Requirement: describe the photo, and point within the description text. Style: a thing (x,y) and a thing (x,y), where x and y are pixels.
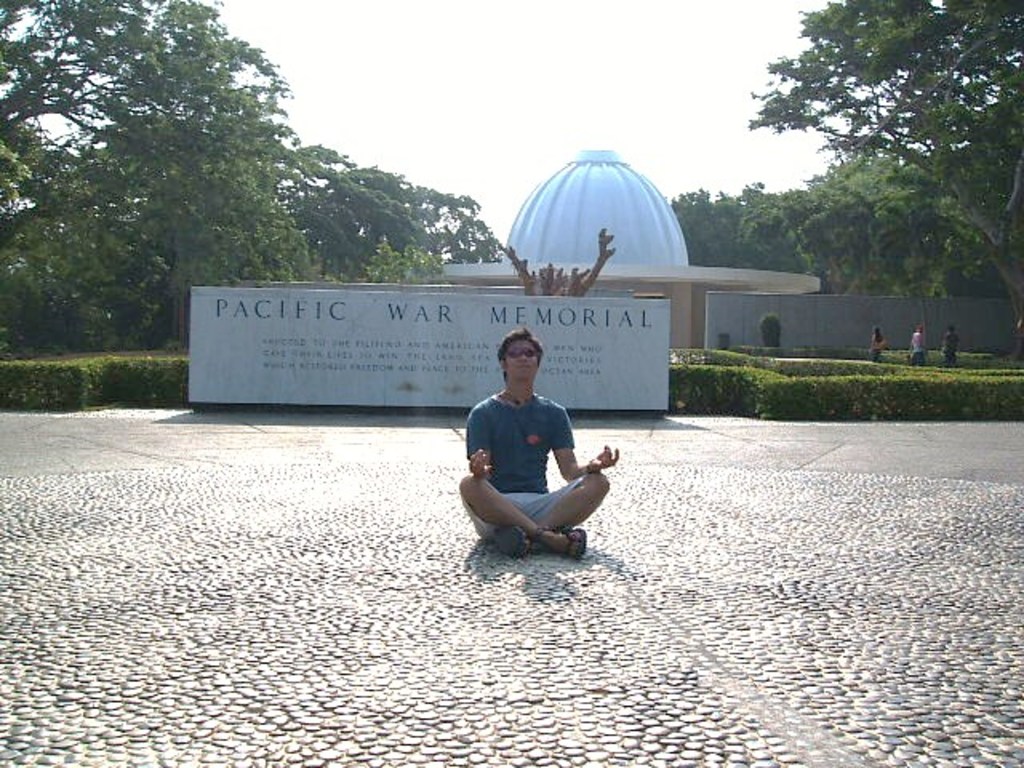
In the foreground of the picture (515,419) there is a man (544,499) sitting. It is sunny. In the center of the picture (347,361) there are plants (96,387), sculpture (591,278), hoarding (428,306) and trees (852,244). On the right side (955,365) there are people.
